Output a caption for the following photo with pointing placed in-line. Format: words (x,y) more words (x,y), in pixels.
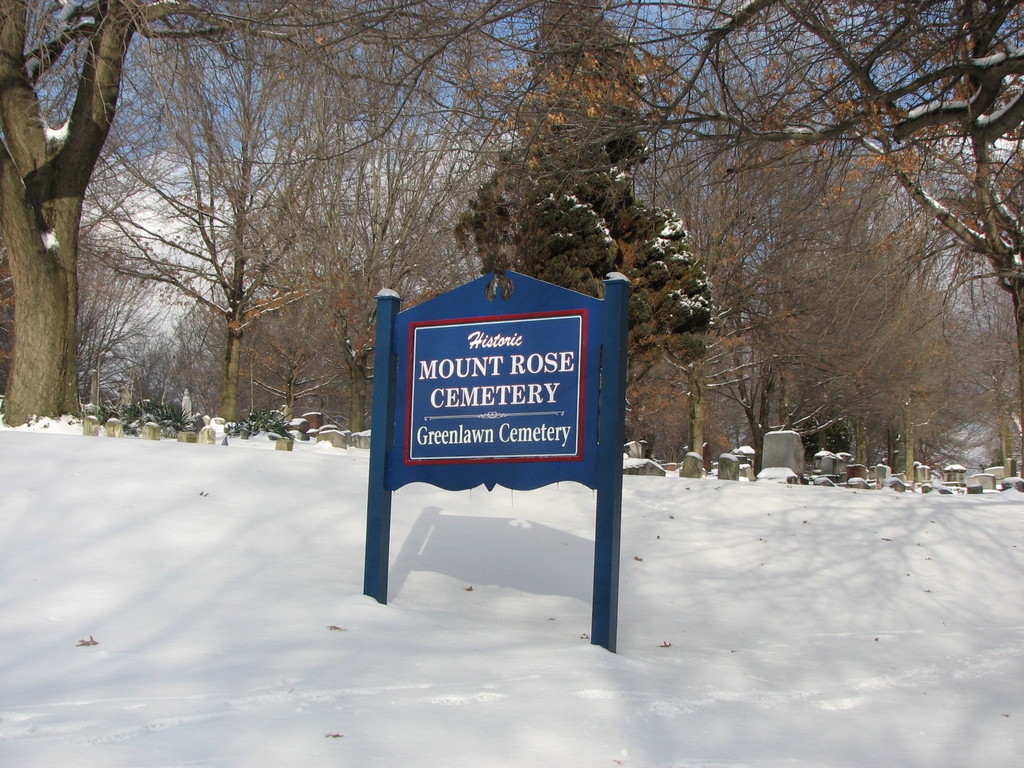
In this image there is a snow land (475,502) and board (537,441) on that board (494,412) there is a some text (482,400), in the background (972,250) there are trees (991,421) and stones (989,471).
